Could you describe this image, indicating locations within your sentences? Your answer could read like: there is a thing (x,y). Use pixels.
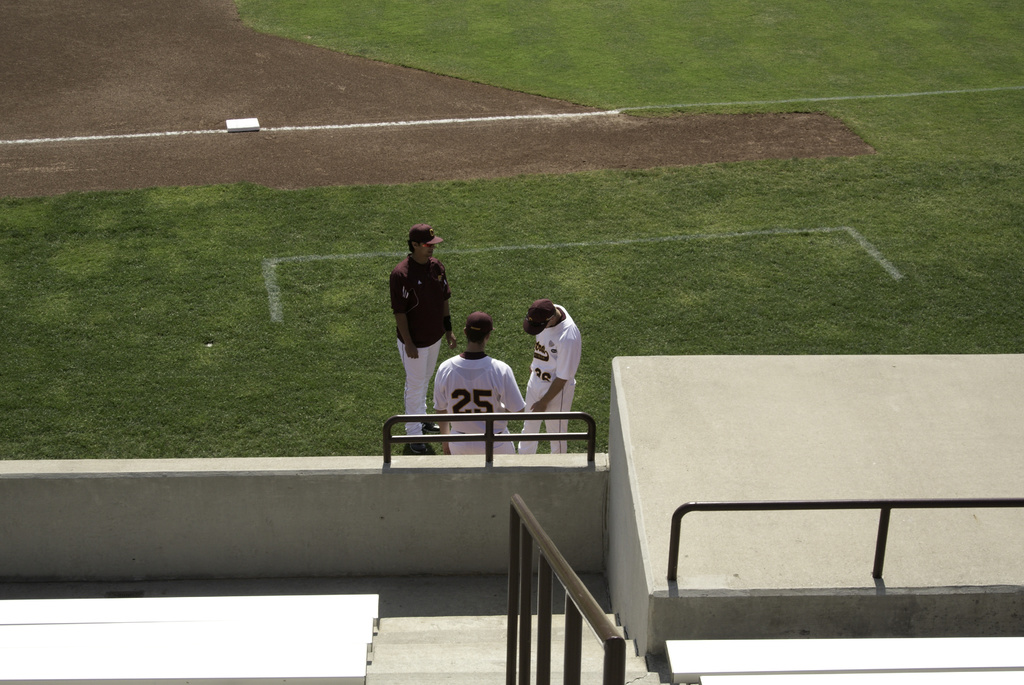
In the middle of the picture (462,374), we see two men (489,398) in white T-shirts (491,373) are standing. Beside them, the man (438,308) in brown T-shirt (398,294) who is wearing a cap (434,237) is standing. In front of them, we see a wall (404,513) and a railing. In front of that, we see a staircase (454,623) and a stair railing (514,629). Beside the wall (758,588), we see grass (802,255). This picture might be clicked in the baseball field (458,244).
